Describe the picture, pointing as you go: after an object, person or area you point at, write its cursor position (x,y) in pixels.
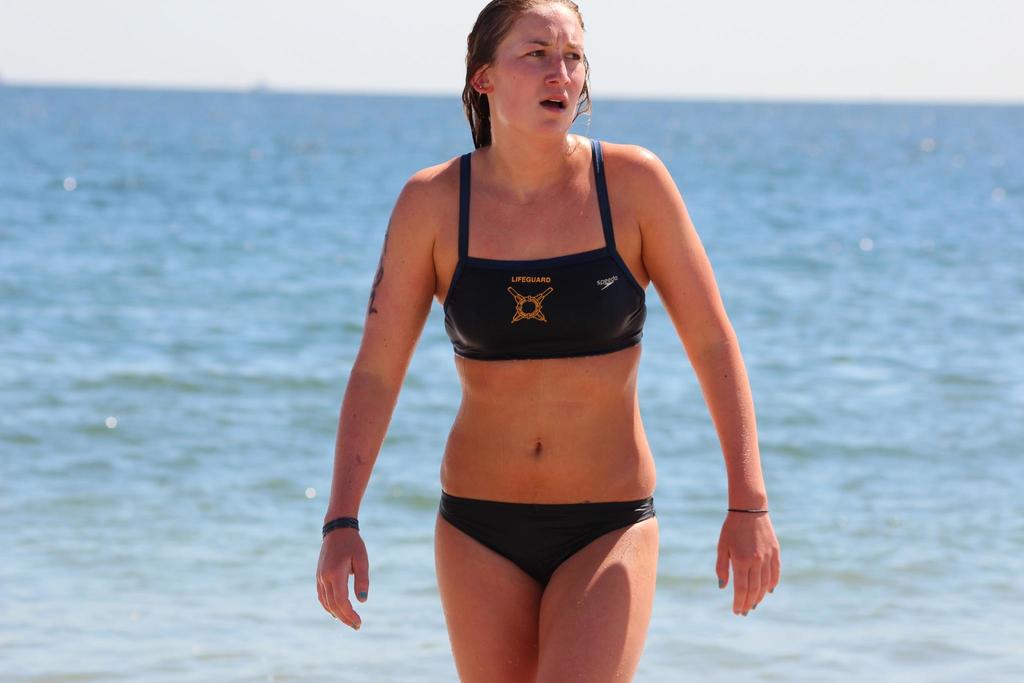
In the picture we can see a woman (508,460) standing in a swim dress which is black in color and behind her we can see ocean (121,367) and a sky (824,87).
